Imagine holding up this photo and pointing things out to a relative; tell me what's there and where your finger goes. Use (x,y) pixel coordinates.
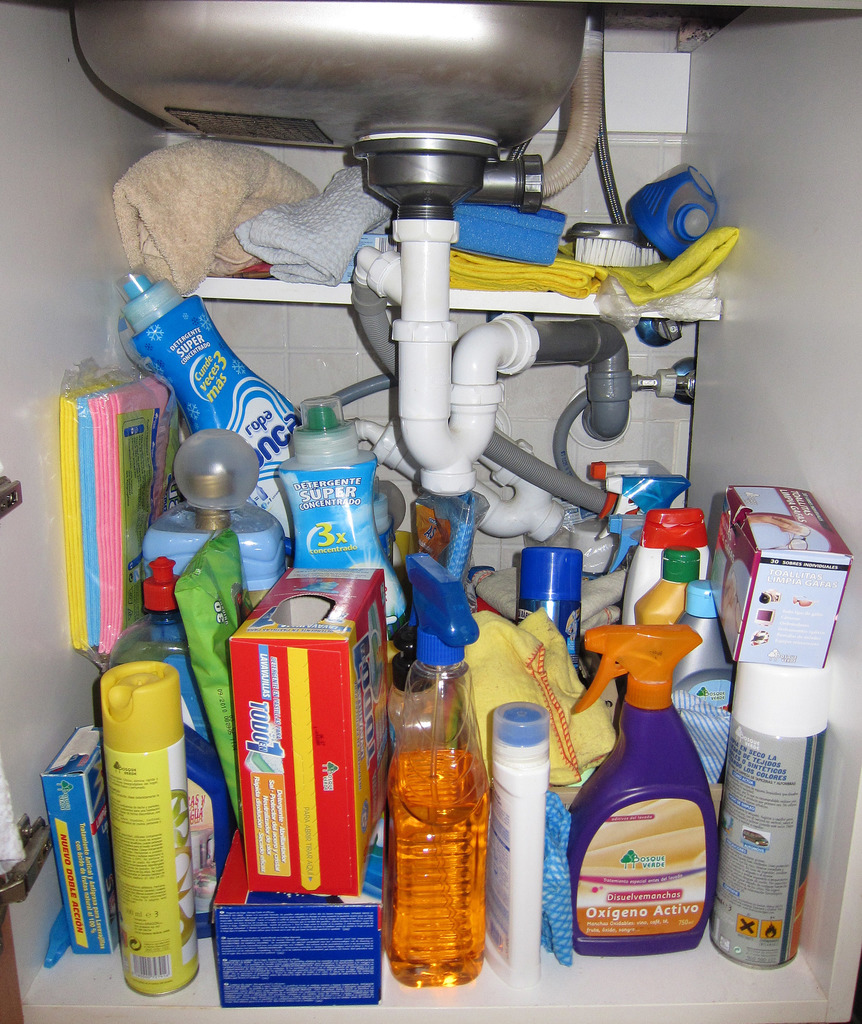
There are some articles (166,362) under the sink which are improperly arranged.
